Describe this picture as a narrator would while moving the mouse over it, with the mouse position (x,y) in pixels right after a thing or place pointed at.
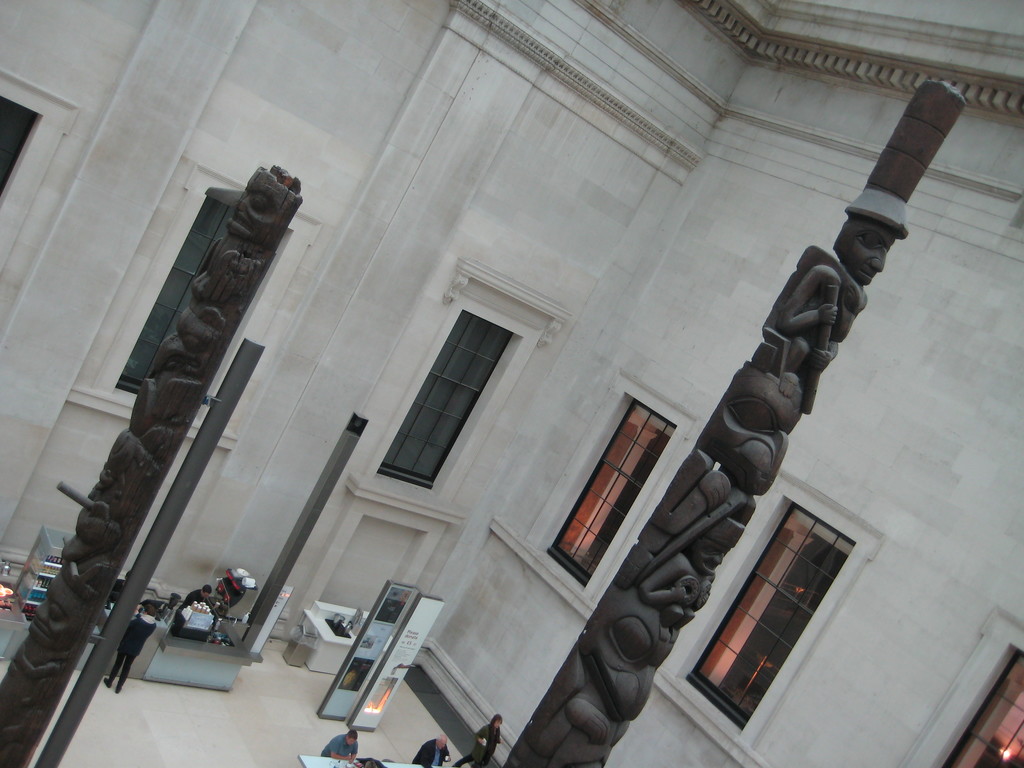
In the picture we can see an inside view of the building (941,611) with a window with glasses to it and on the floor (306,749), we can see some people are standing and besides we can see some hoardings (348,667) and some sculptured poles (688,465).
